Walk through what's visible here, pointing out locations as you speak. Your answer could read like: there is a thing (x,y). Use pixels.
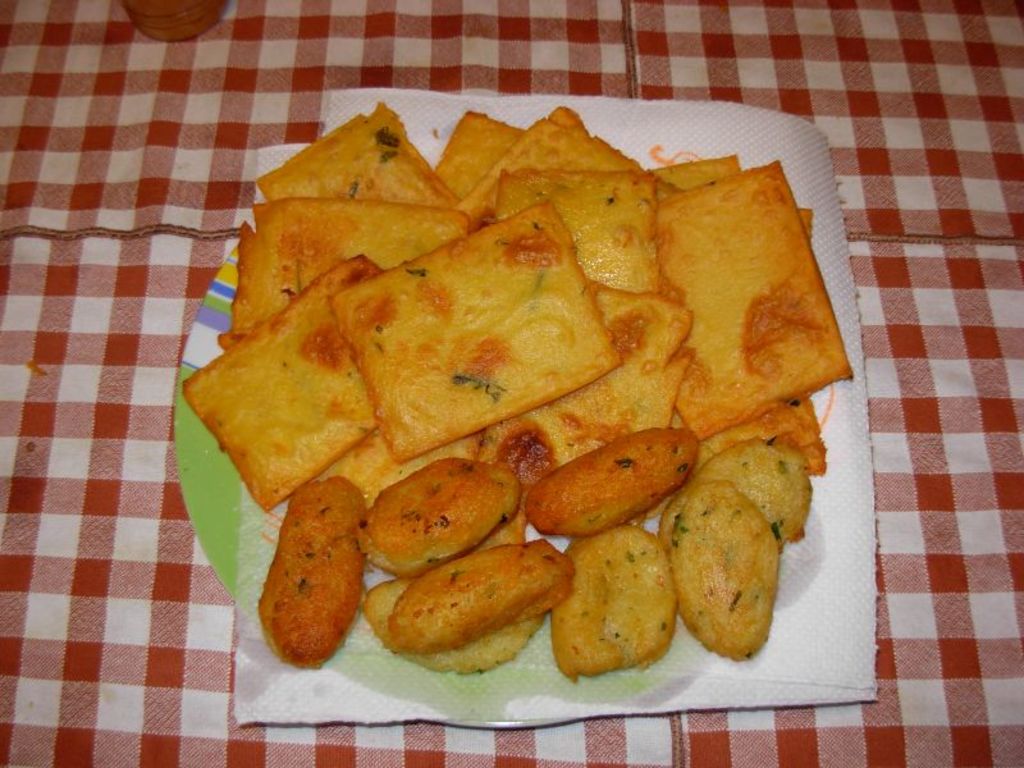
In this picture we can observe some food pieces (323,393) in the plate (222,320). We can observe tissue paper (786,612) in the plate (205,453). There is a red and white color cloth (128,311) on the table (904,185). The plate (227,516) is in green and white color.
